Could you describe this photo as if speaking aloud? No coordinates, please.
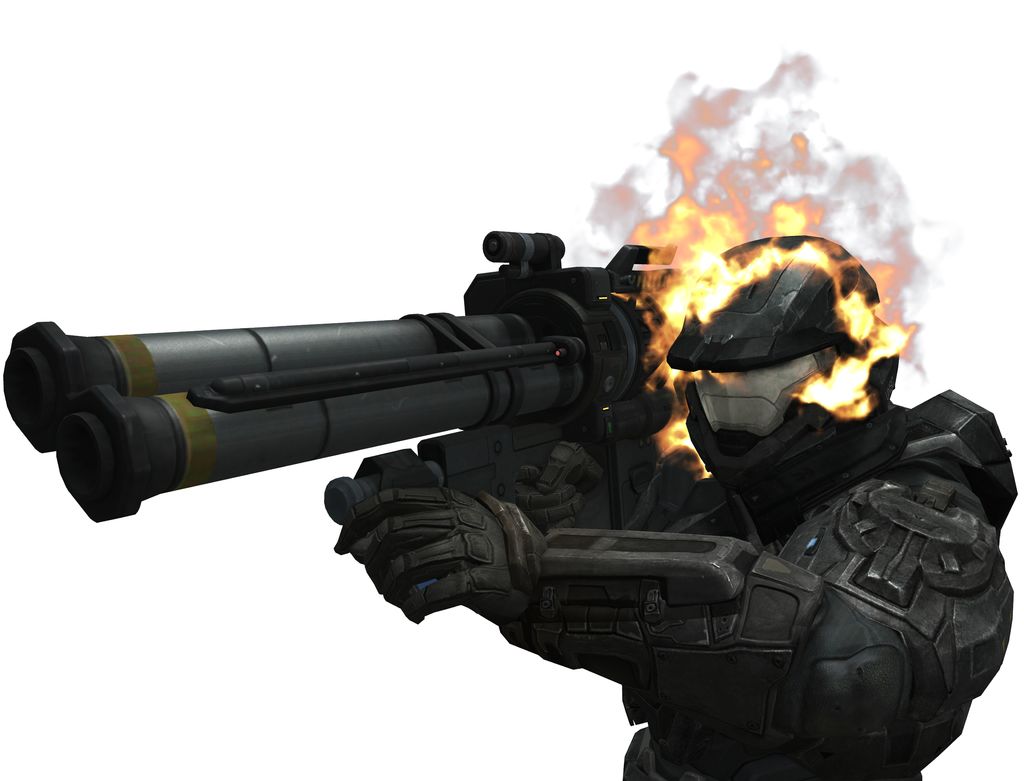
This image is an animated and edited picture.
